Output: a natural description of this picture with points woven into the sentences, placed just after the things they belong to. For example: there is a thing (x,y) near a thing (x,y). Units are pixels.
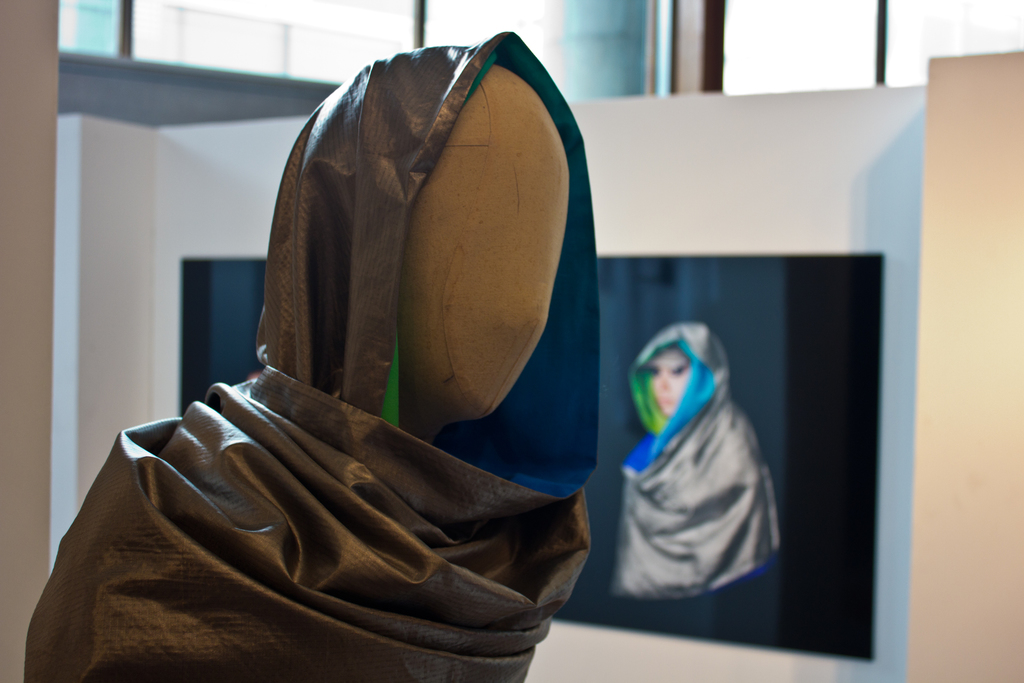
In this picture I can see a mannequin (448,241) with a cloth (372,293), and in the background (635,328) there is a frame (762,424) of a person (715,489) with a cloth (688,382), on the wall (711,161), and there are rods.
